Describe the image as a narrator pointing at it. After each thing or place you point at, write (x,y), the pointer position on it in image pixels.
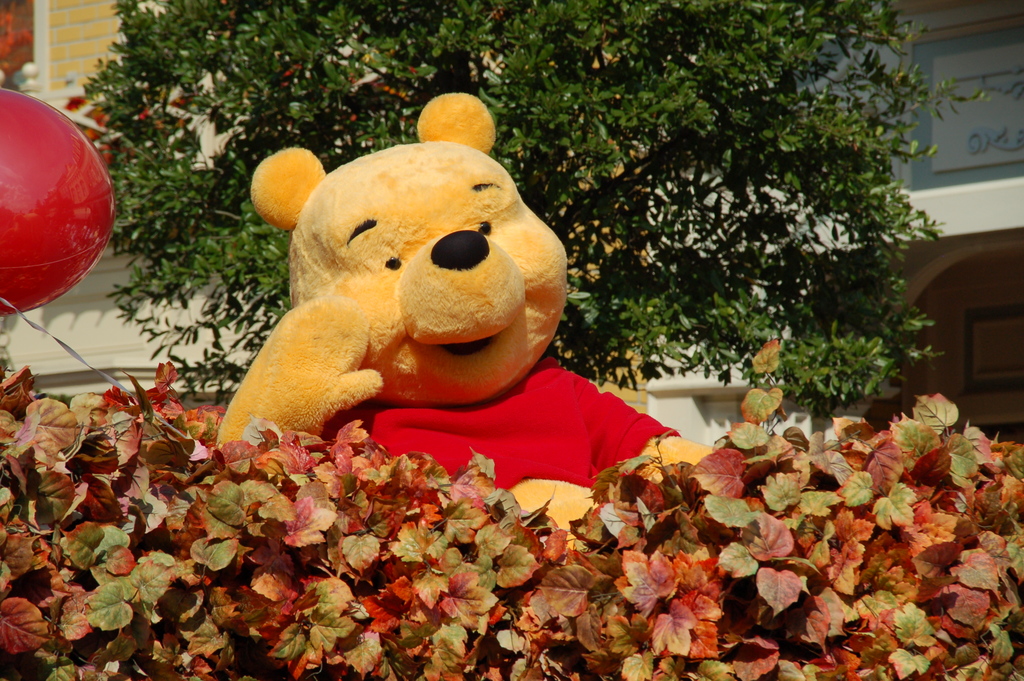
There are plants (427,563) and a toy (493,398) in the foreground area of the image (474,255), it seems like a house (47,5) and a tree (579,159) in the background (579,159).
